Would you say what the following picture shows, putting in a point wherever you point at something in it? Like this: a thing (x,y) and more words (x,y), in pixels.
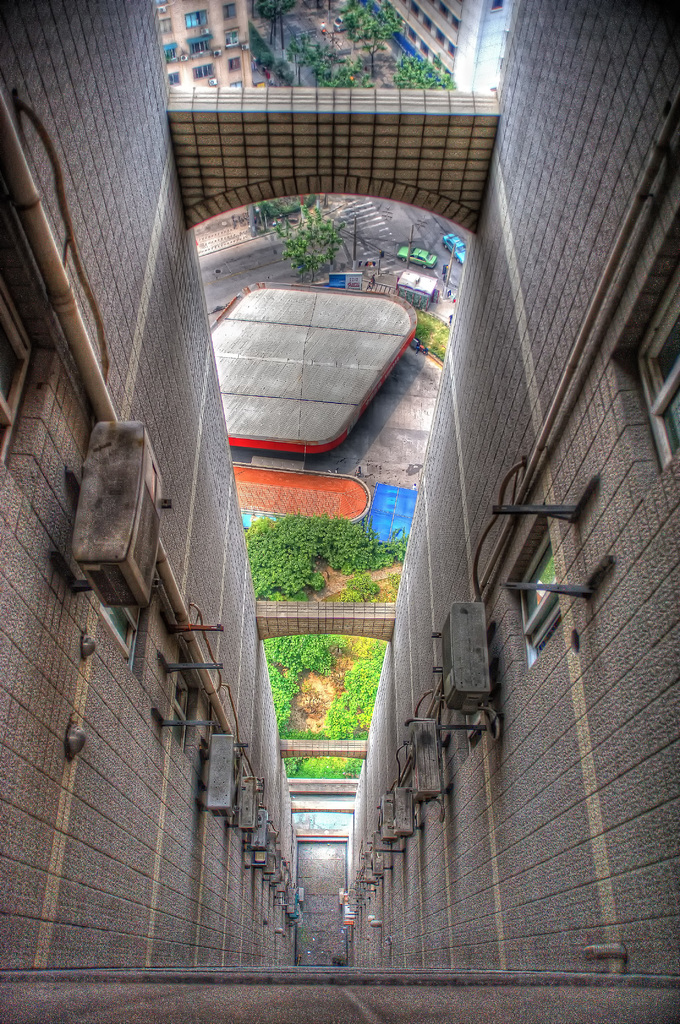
In this image I can see a picture which is taken from the top of the building (510,735). I can see few windows (4,323), a pipe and few objects (147,577) to the building (209,597). In the background (281,715) I can see few trees (281,715), the road (246,263), few vehicles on the road (254,267), few poles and few buildings (469,18).
